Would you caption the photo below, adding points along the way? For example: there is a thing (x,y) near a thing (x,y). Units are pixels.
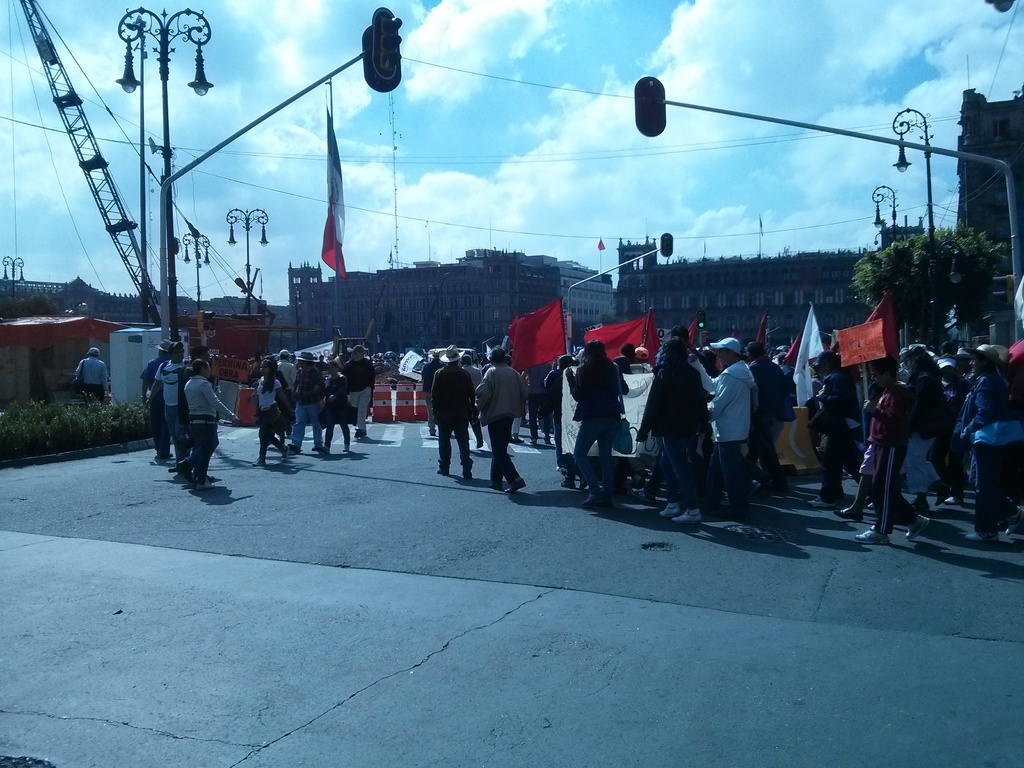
In this image, I can see groups of people (501,367), holding flags (606,331), banners (845,360) and walking on the road (567,521). On the left side of the image (59,434), I can see plants (84,426), barriers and crane (120,223). There are street lights (932,239) and traffic lights (658,91) to the poles (683,105). On the right side of the image (920,278), I can see a tree (895,263). In the background (698,293), there are buildings (584,305) and the sky (567,63).
